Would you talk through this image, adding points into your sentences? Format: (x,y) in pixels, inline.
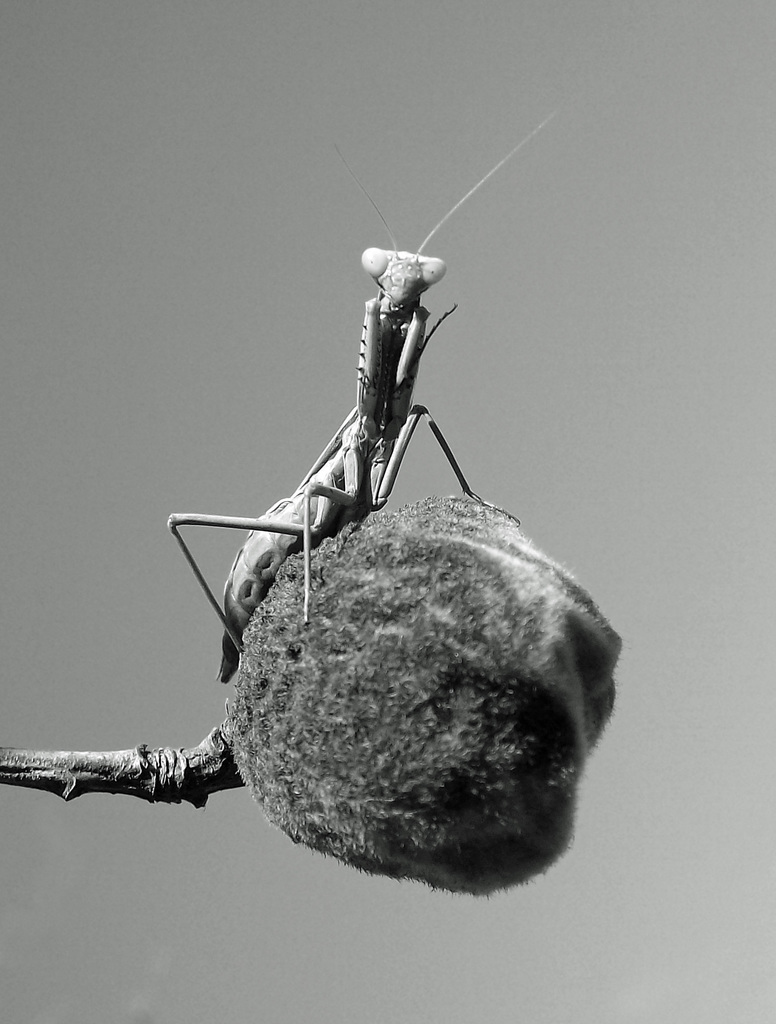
In the image we can see black and white picture of a praying mantis (305,610) sitting on the branch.
